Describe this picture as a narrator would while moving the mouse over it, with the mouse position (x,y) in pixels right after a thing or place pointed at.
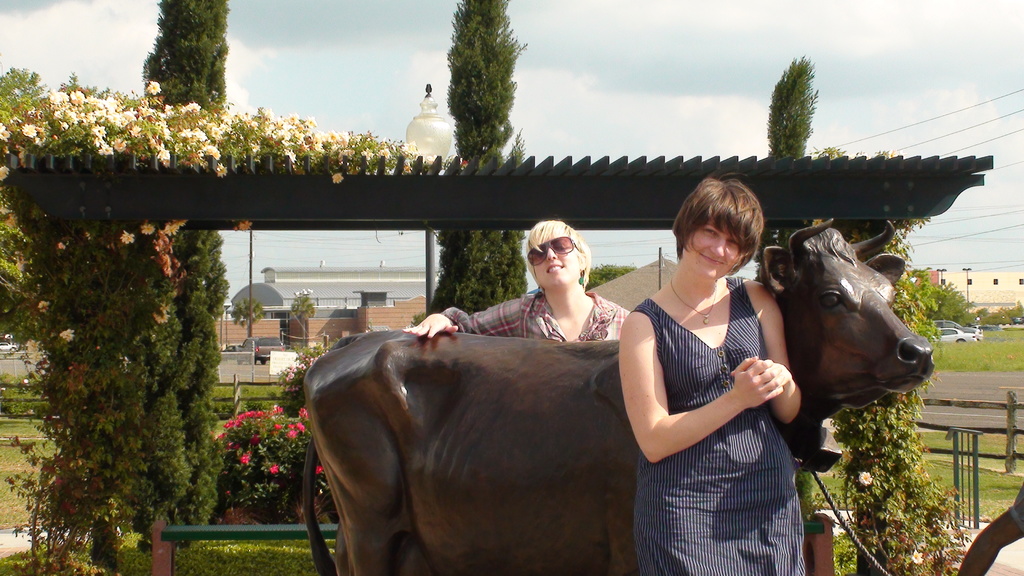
In this image, at the right side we can see a statue (520,437) of a cow (609,399), there are two women (530,337) standing at the statue (584,371), there is a shed (80,202) and there are some trees (73,418), in the background (325,303) there are some buildings (322,285) and at the top (628,77) there is a sky (641,55).
